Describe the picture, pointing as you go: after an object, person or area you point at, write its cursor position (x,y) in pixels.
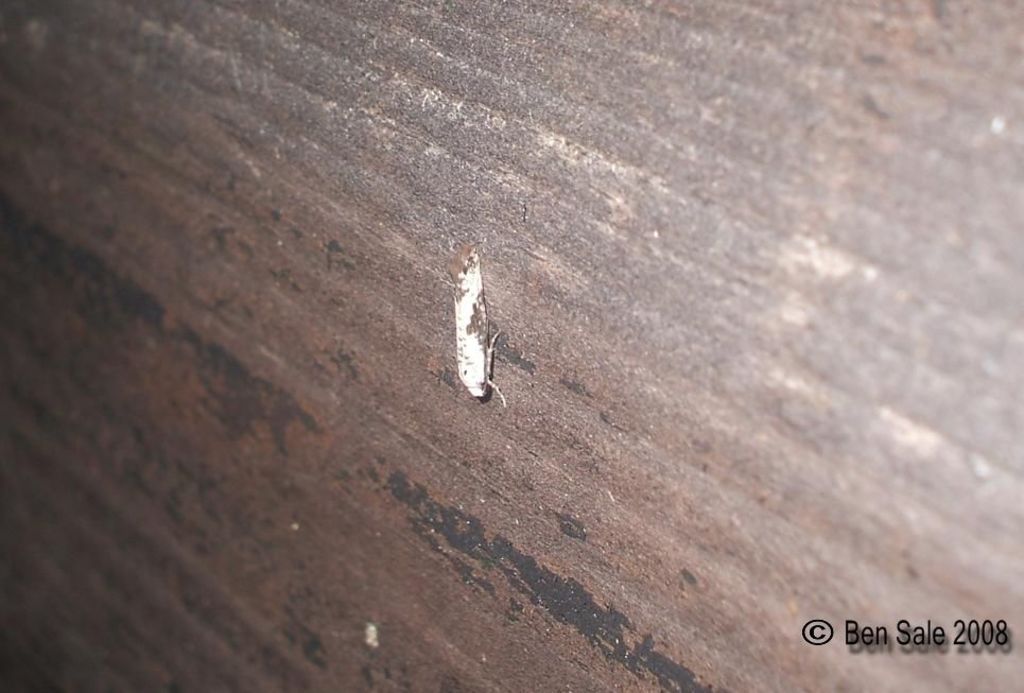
In this image, we can see an insect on the surface (662,518). We can also see some text (959,636) on the bottom right corner (965,619).
